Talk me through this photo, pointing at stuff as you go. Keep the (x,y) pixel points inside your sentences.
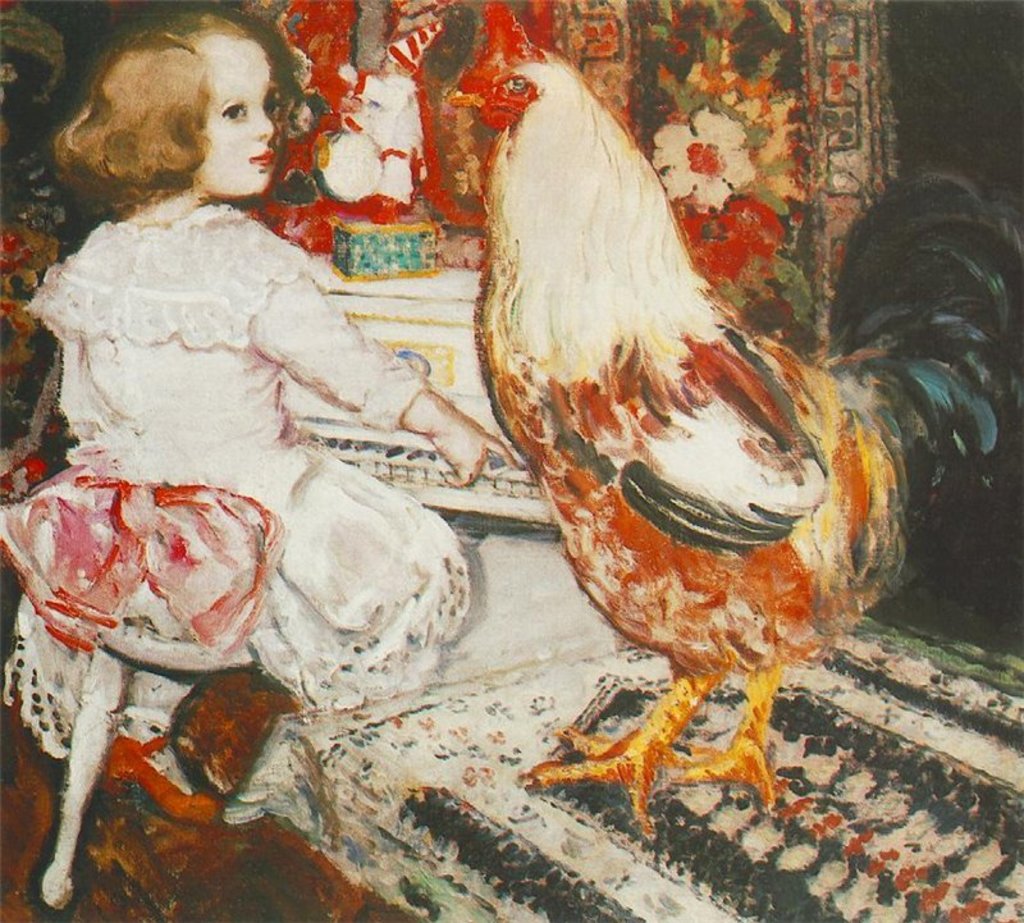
In this picture we can see a painting (688,74) where a girl (46,582) is sitting on the chair (74,786) near a piano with a cock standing on the rug (725,910). In the background (338,6) we have flowers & a carpet (794,220).
